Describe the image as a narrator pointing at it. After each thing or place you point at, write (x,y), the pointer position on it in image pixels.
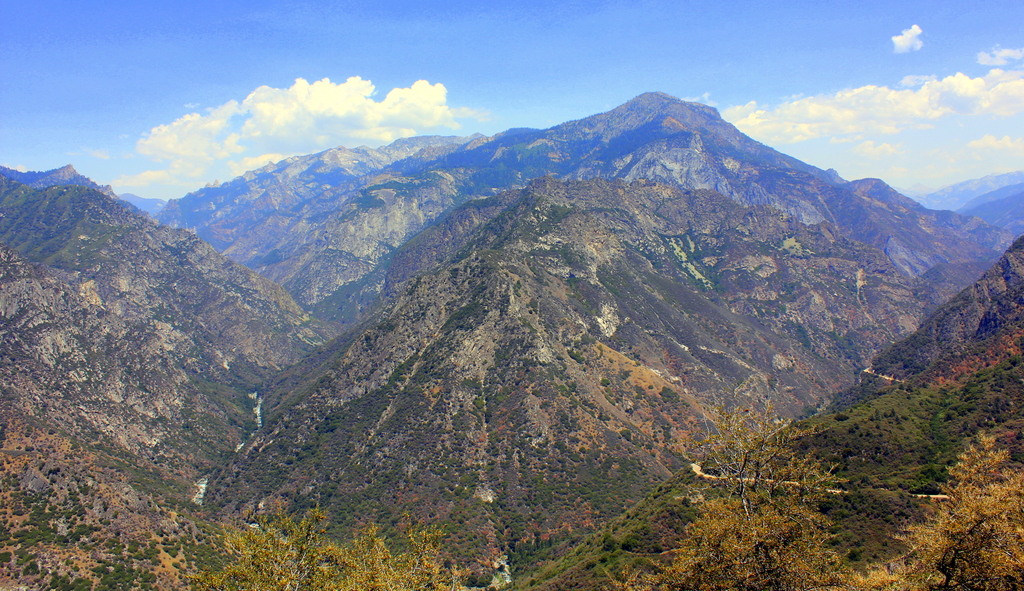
In this image there are trees (984,457), mountains (575,298). At the top of the image (353,80) there are clouds (294,98) in the sky (354,56).
